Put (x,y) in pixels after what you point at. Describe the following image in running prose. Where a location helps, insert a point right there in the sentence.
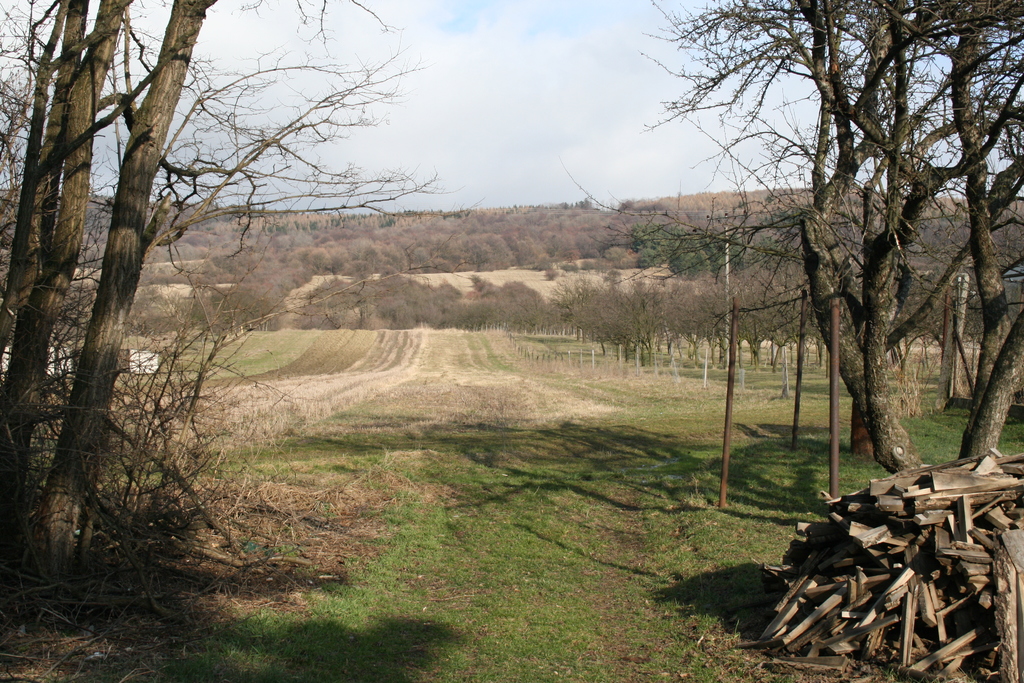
In this picture we can see trees (857,310), grass (926,387), poles (803,332), ground (453,342) and wooden objects (905,562). In the background of the image (525,144) we can see the sky (536,162).
